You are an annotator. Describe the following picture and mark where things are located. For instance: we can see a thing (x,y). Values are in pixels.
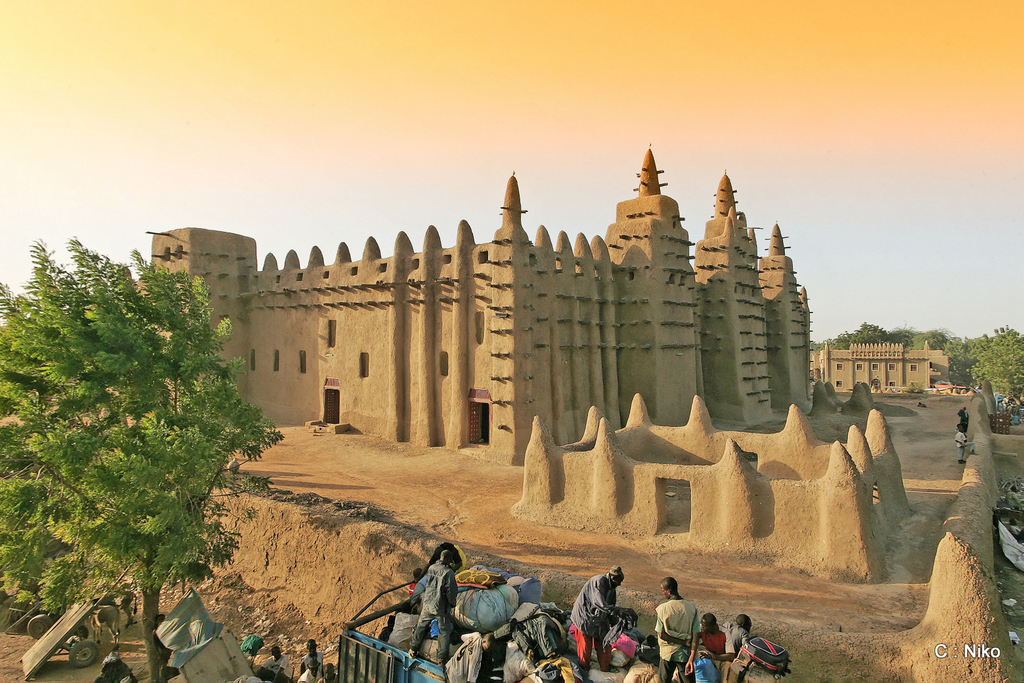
There are few persons (664,606) and some other objects (625,637) beside them and there is a building (697,315) in front of them and there are trees (102,360) in the background (924,348).
